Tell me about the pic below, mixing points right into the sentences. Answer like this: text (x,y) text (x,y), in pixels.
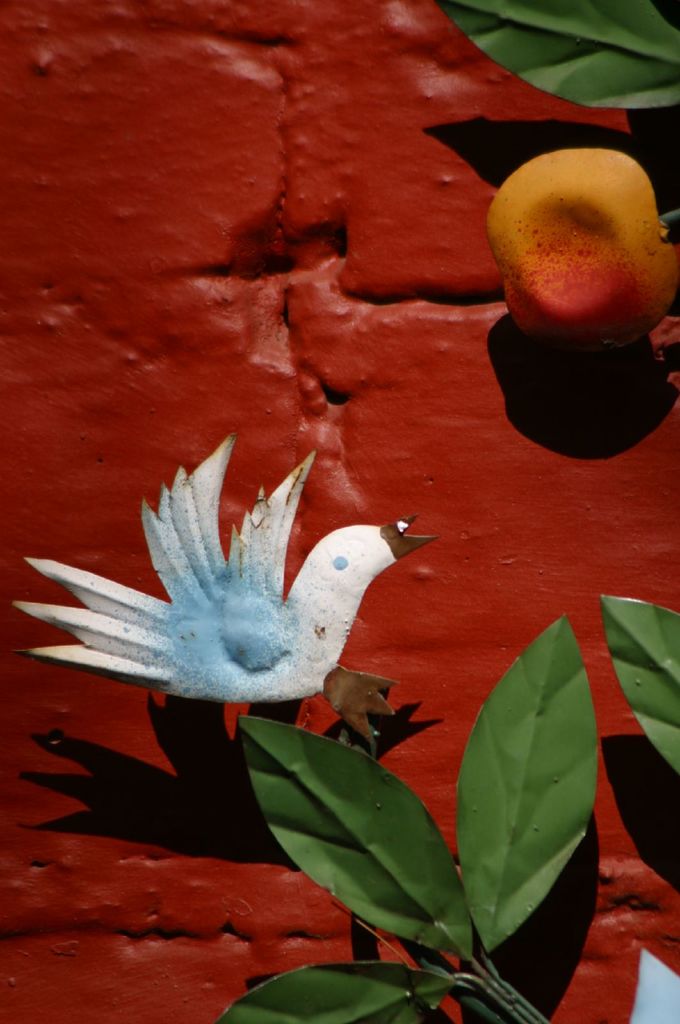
There is an image of a bird (302,619) in the middle of this image (334,611), and there are some leaves (464,836) at the bottom of this image (384,917). There is a fruit (578,170) and a leaf (555,63) at the top right corner of this image (595,295), and there is a wall (424,440) in the background (244,448).
